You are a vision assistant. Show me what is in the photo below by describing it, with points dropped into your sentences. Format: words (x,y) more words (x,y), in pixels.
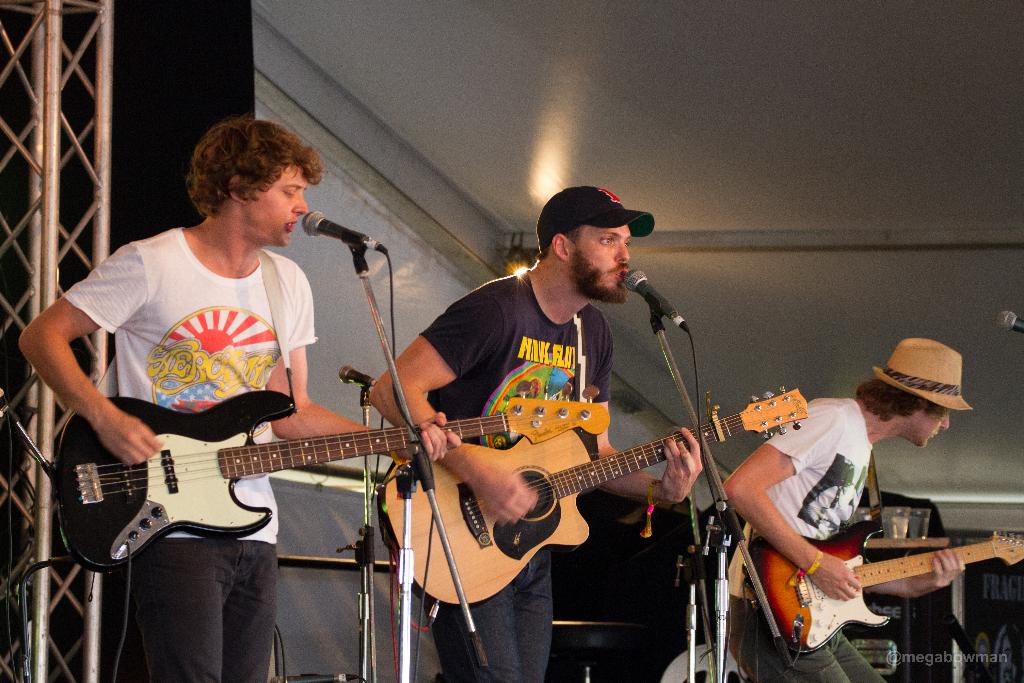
This picture is of inside the room (872,306). On the right (876,441) there was a man (836,435) wearing white color t-shirt (837,419), a hat (939,366), standing and playing guitar (807,587), behind him there is a table (903,542) on the top of which two glasses (909,520) of water (898,524) are placed. In the center (502,313) there is a man (506,323) wearing black color t-shirt (533,334), standing, playing guitar (614,473) and singing. On the left (199,246) there is another man (168,275) wearing white color t-shirt (187,295), standing, playing guitar (255,420) and seems to be singing. There are microphones (311,234) attached to the stands (753,566). In the background (519,243) we can see the musical instruments (591,635), metal rods (55,249), a wall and a roof (682,71) and also a light (516,260).
